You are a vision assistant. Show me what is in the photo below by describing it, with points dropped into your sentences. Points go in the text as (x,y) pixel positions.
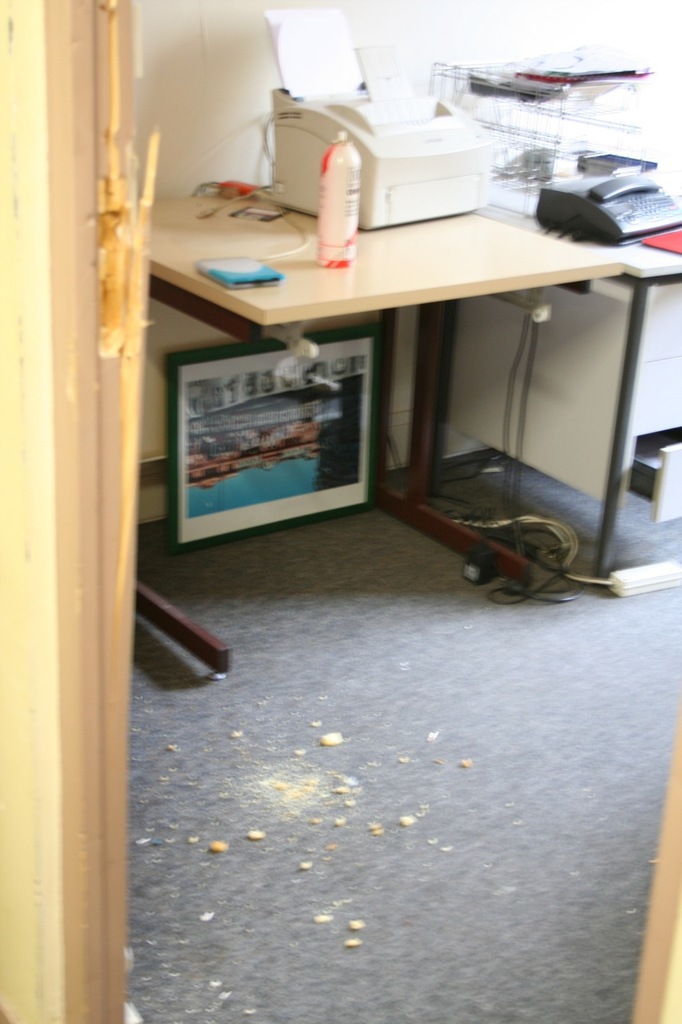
In this picture there is a xerox machine (361,118), papers (316,53), bottle (344,237), phone (262,263), telephone (568,232) and other objects (537,128) on the table (662,271). there is a frame (296,428). There is rod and a carpet (539,726). There is a switchboard (633,582) and a wire (514,525).
